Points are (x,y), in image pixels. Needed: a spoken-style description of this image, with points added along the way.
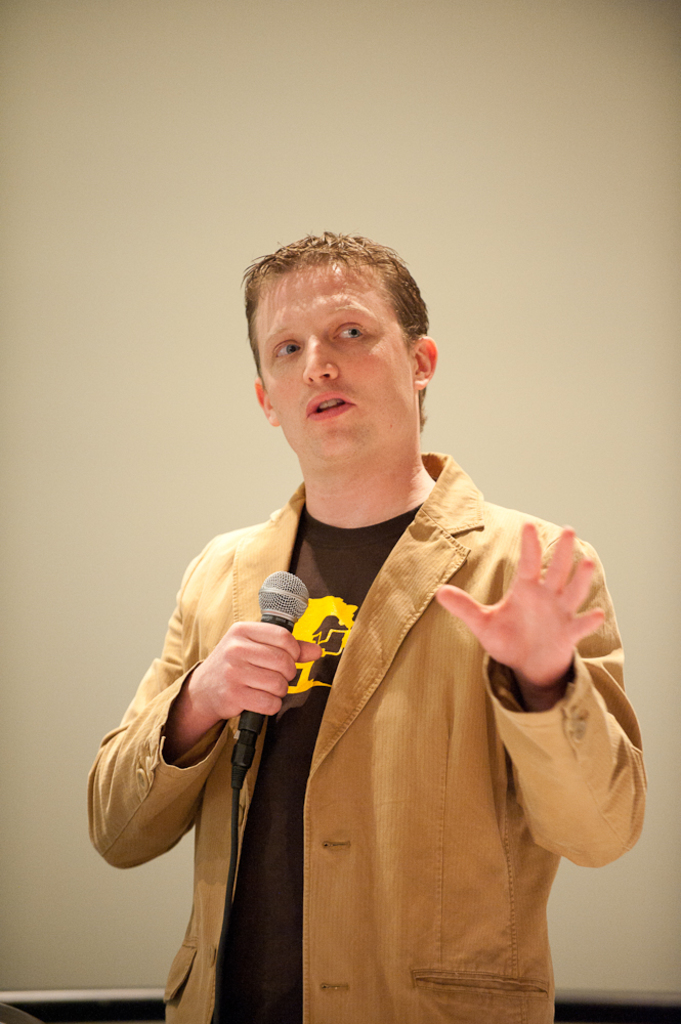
In this image there is a man (304,677) holding a mike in his hand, in the background (308,40) there is a wall (601,475).
